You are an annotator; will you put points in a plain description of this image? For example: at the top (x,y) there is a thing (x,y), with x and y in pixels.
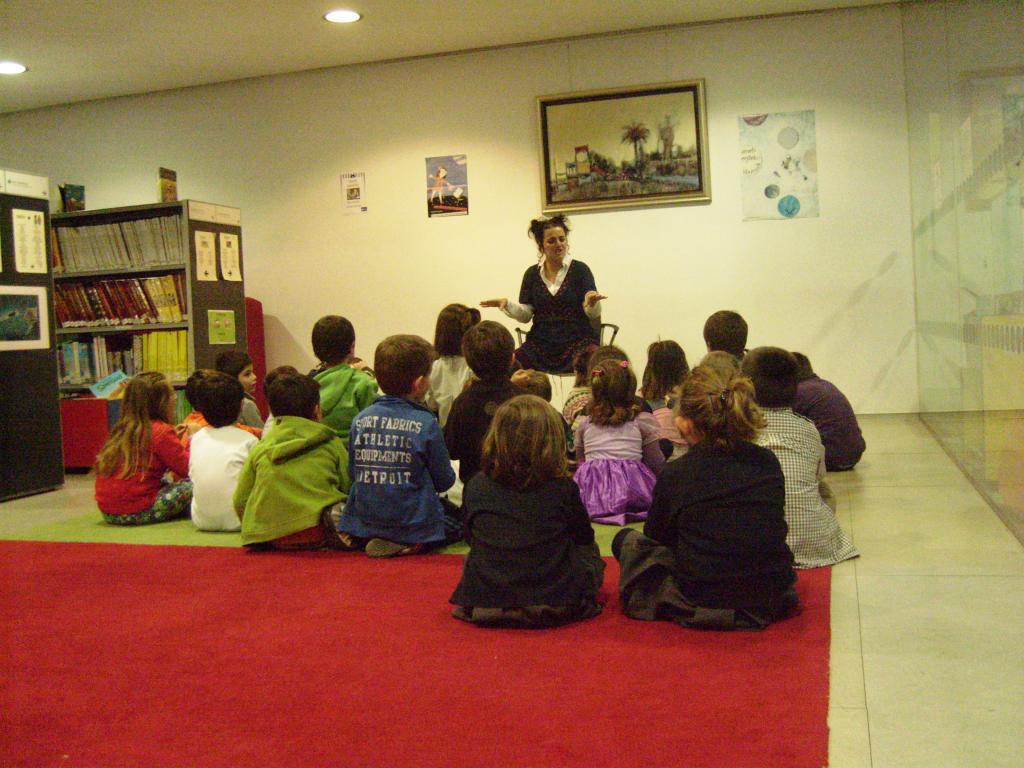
In this image we can see children (533,487) sitting on the floor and a woman (549,261) sitting on the chair (601,341). In the background (602,203) there are wall hangings (634,141) and pictures (575,174) on the wall (399,193), electric lights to the roof (258,42) and many books (104,236) arranged in the cupboards (139,266).
